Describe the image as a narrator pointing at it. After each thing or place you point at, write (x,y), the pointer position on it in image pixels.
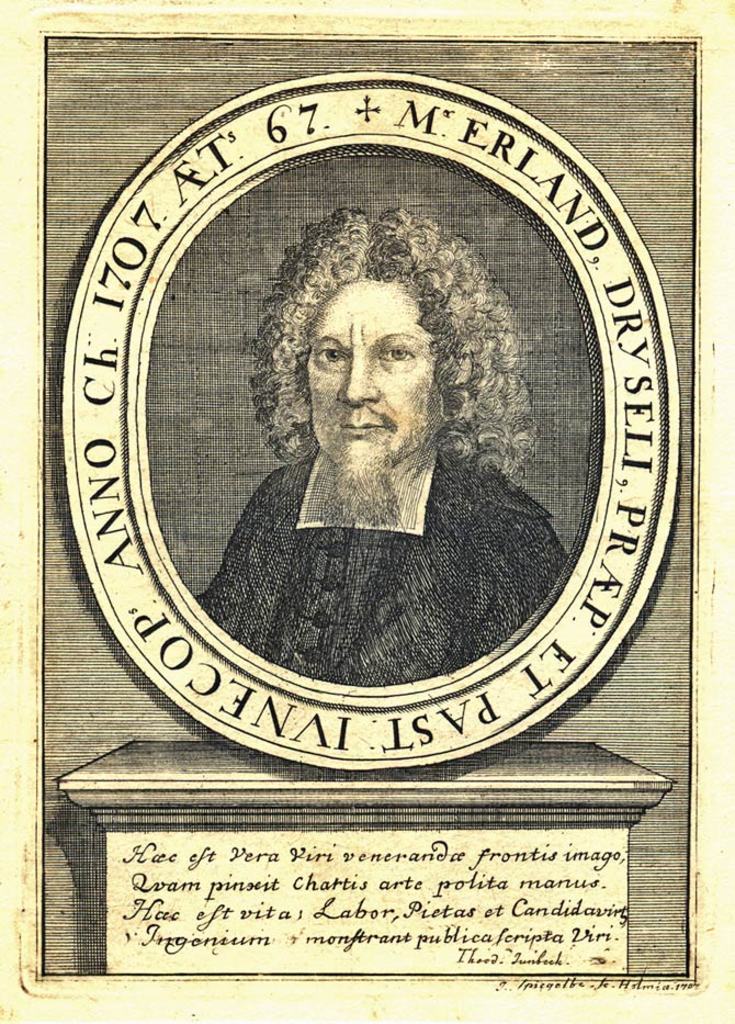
Here we can see a paper (659,146), in this paper (594,388) we can see a memorial (563,701) of a person (387,676) and some text (269,884).
